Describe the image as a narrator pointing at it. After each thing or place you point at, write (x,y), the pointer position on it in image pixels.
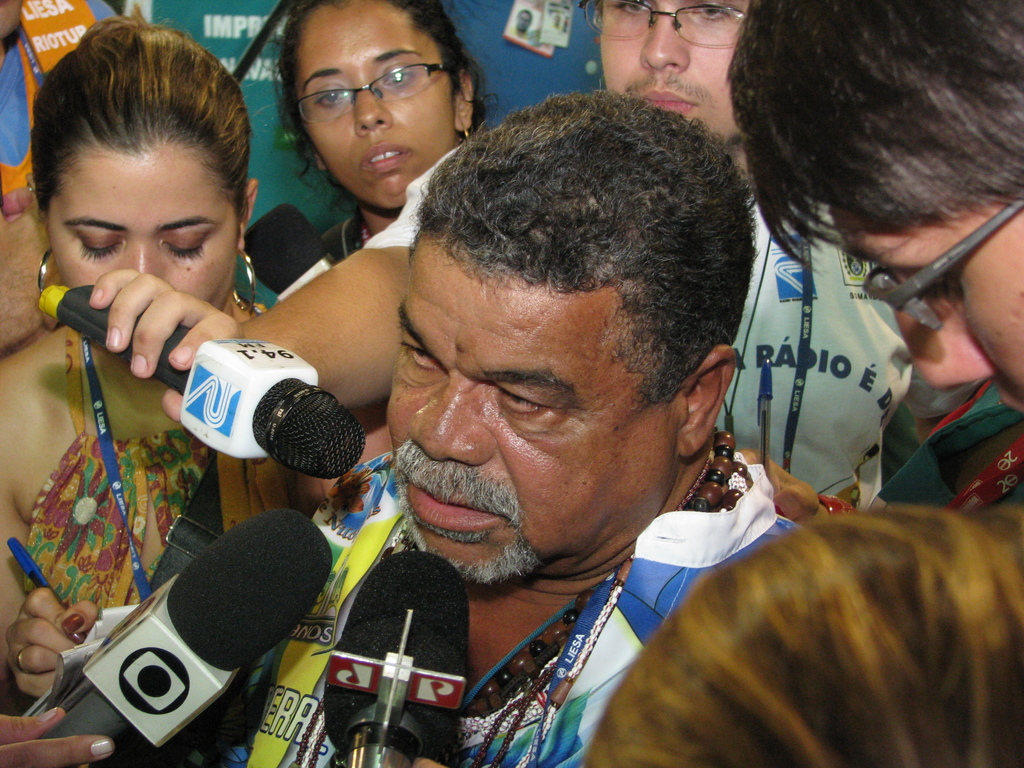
In this image, we can see a group of people (431,204). Few (384,349) are holding some objects (350,644). In the middle of the image (628,496), we can see a person (579,560) is wearing beads chains (591,640).
